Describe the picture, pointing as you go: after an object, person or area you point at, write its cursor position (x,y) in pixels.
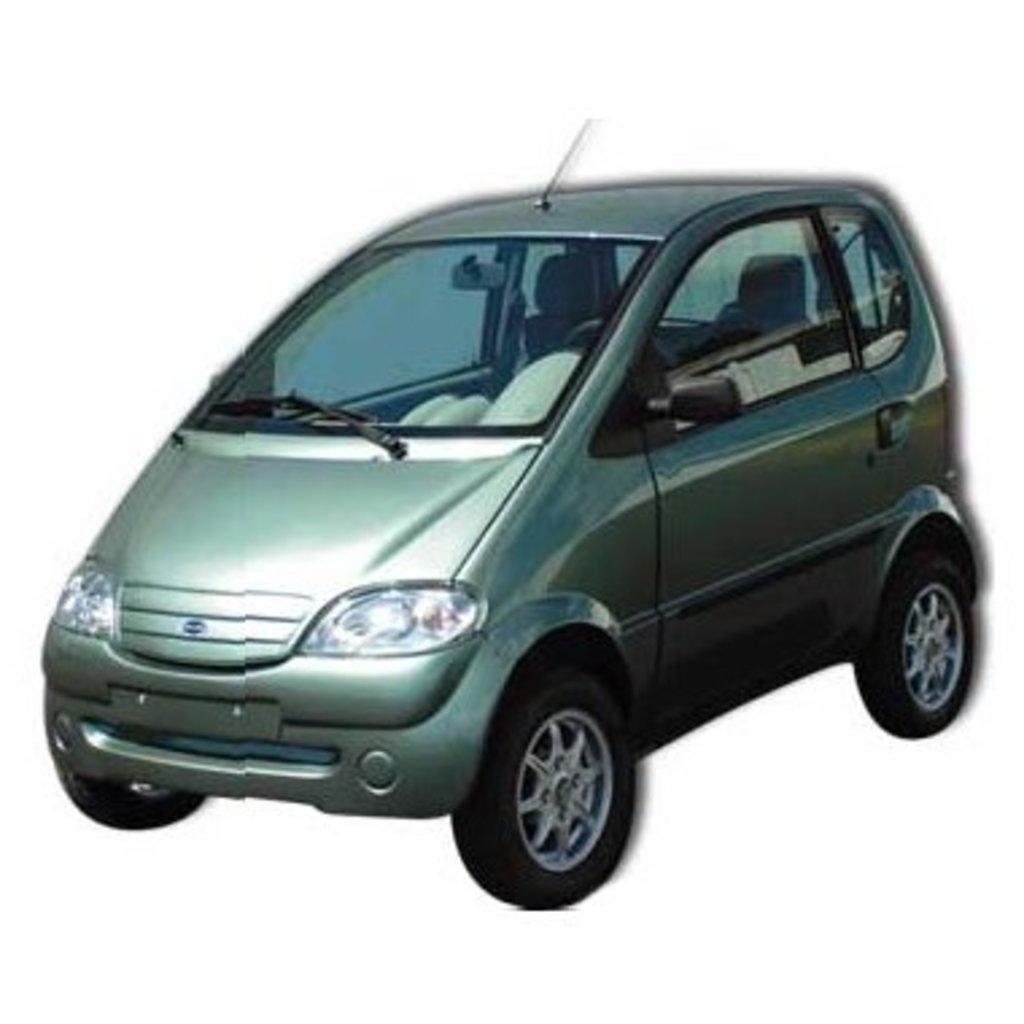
This is an edited image. Here I can see a car (615,675). The background (254,275) is in white color.
